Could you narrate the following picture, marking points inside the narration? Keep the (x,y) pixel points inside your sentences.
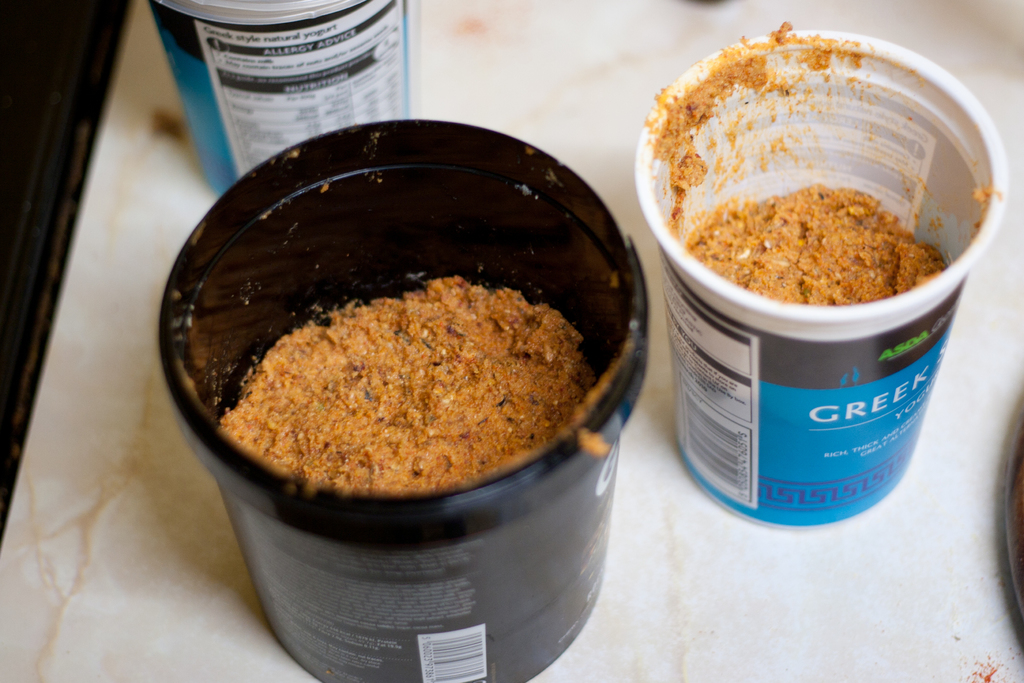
In this picture I can see few plastic containers (591,380) with some food (425,393) and I can see a white color background (932,52).
